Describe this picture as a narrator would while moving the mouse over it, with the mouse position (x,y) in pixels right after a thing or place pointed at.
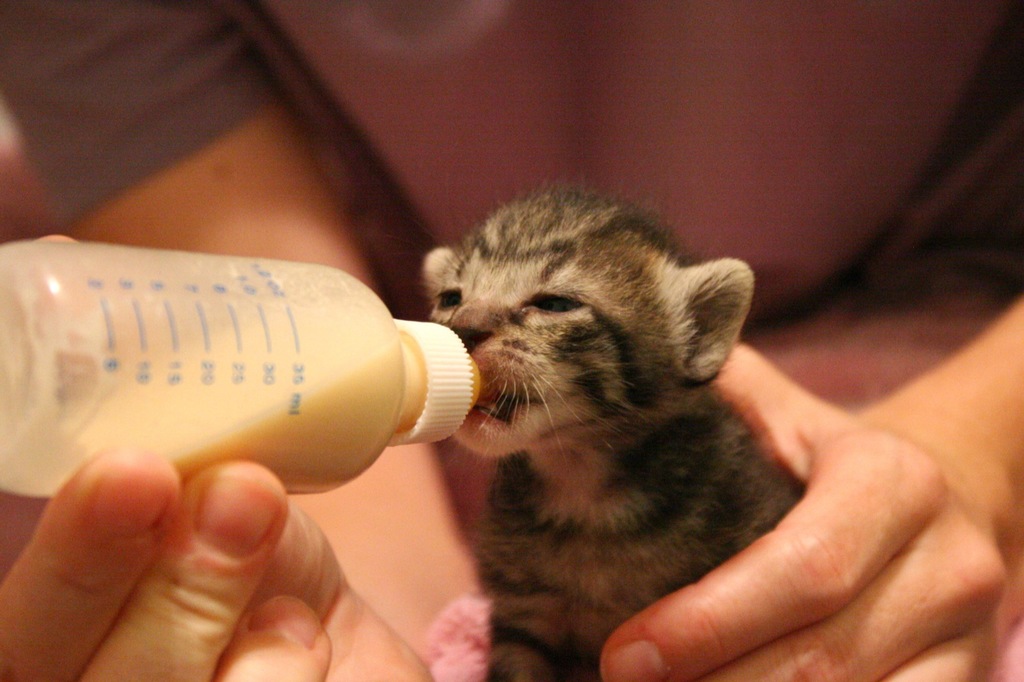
In this image there is a hand (246,553) of the person (251,539) holding a bottle (264,401) on the left hand (314,551) and holding animal (651,452) on the right hand (860,495) and is feeding to a animal (505,368).
